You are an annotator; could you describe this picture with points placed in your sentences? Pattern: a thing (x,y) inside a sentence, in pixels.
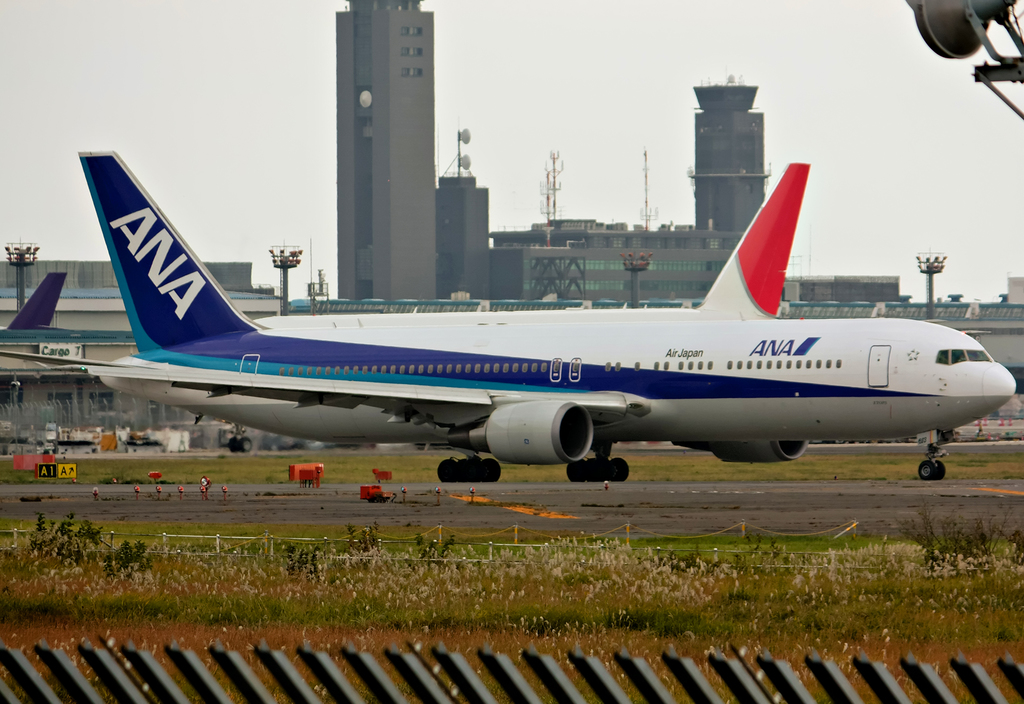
In this pictures I can see few aeroplanes (505,345) on the runway (263,450) and I can see few buildings (724,261) and pole lights (933,308) and few towers (549,197) and few plants (972,603) and buildings (429,159) and a cloudy sky (620,76).
